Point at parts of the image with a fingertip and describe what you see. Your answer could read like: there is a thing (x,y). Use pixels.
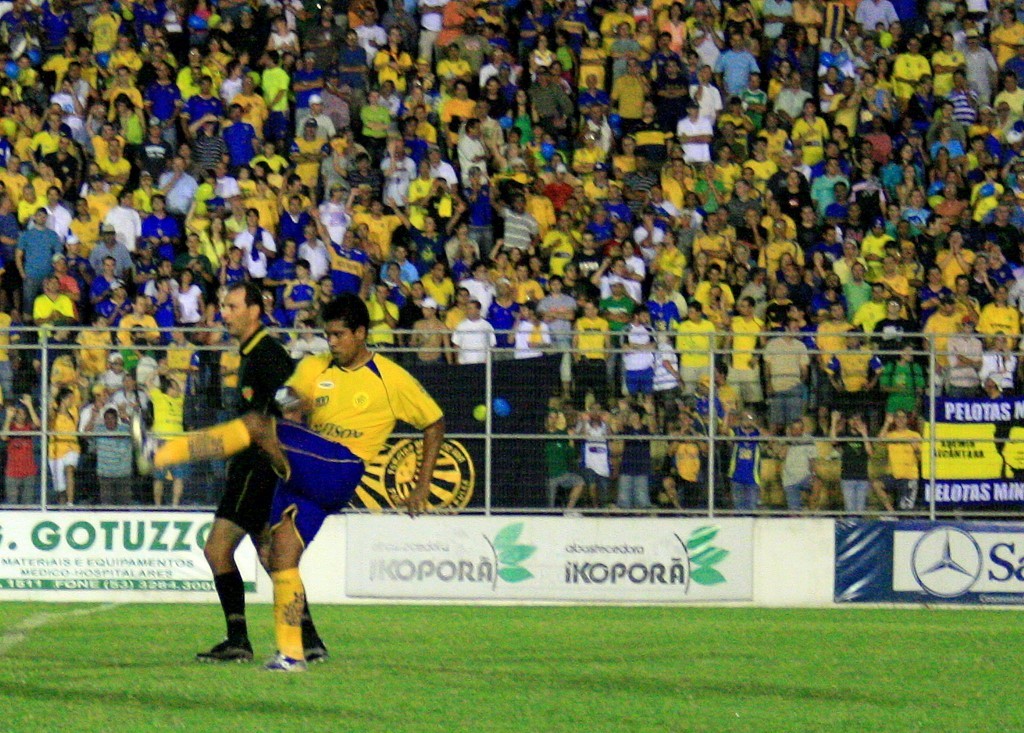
At the bottom of the image (843,666) there is a grass (355,712) on the ground (190,655). On the ground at the left side (336,412) there is a man (336,412) with yellow t-shirt (333,416) is standing. Behind him there is another person (266,379) with black dress (264,399) is standing on the ground (8,701). Behind them there are few posts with fencing (607,436). Behind the fencing (421,438) there is a crowd (468,219).
